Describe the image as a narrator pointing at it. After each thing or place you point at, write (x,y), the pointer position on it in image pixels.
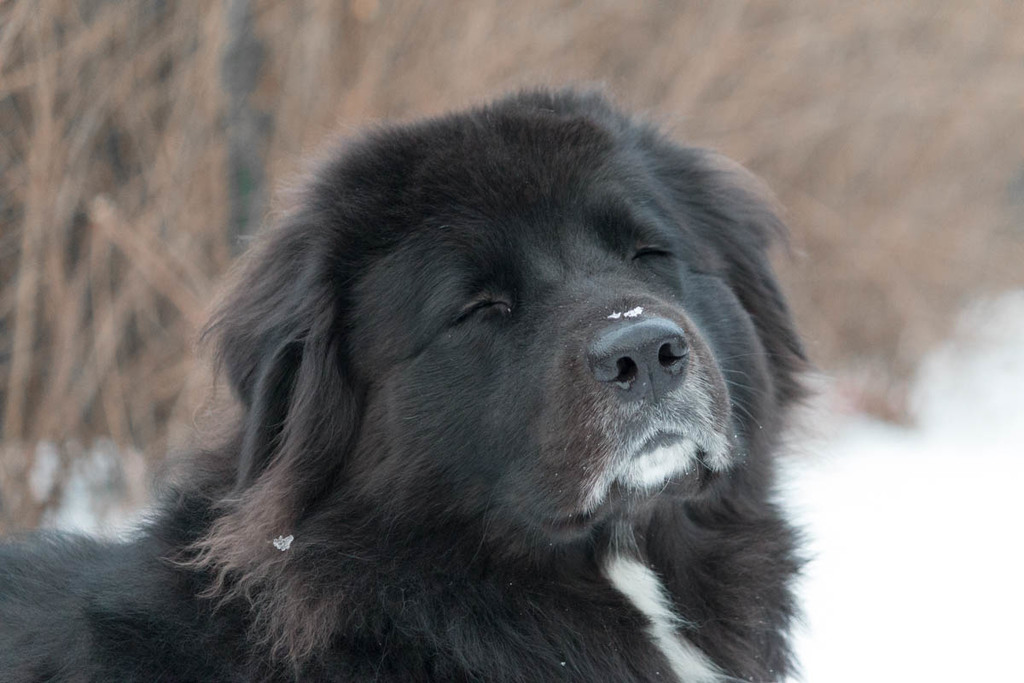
In this image, we can see a black color dog (668,158), there is a blurred background (360,51).
